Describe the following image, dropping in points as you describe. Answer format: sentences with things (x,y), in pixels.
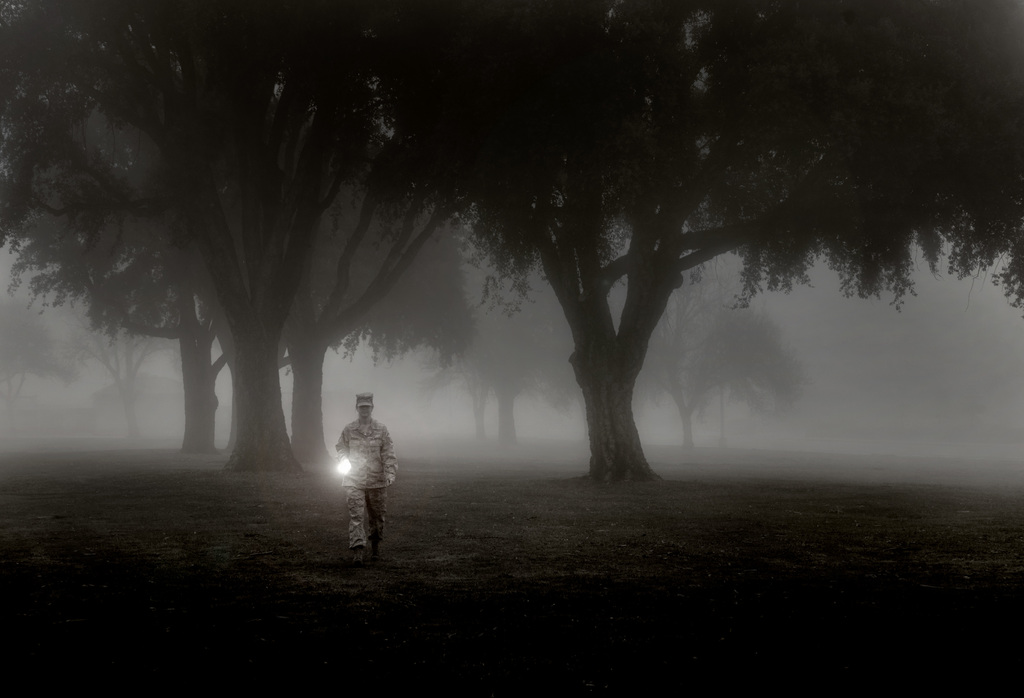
In the image we can see there is a man (381,453) standing and holding torch light (347,473) in his hand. Behind there are trees (320,294) and there is fog (492,405) at the background (433,371).
